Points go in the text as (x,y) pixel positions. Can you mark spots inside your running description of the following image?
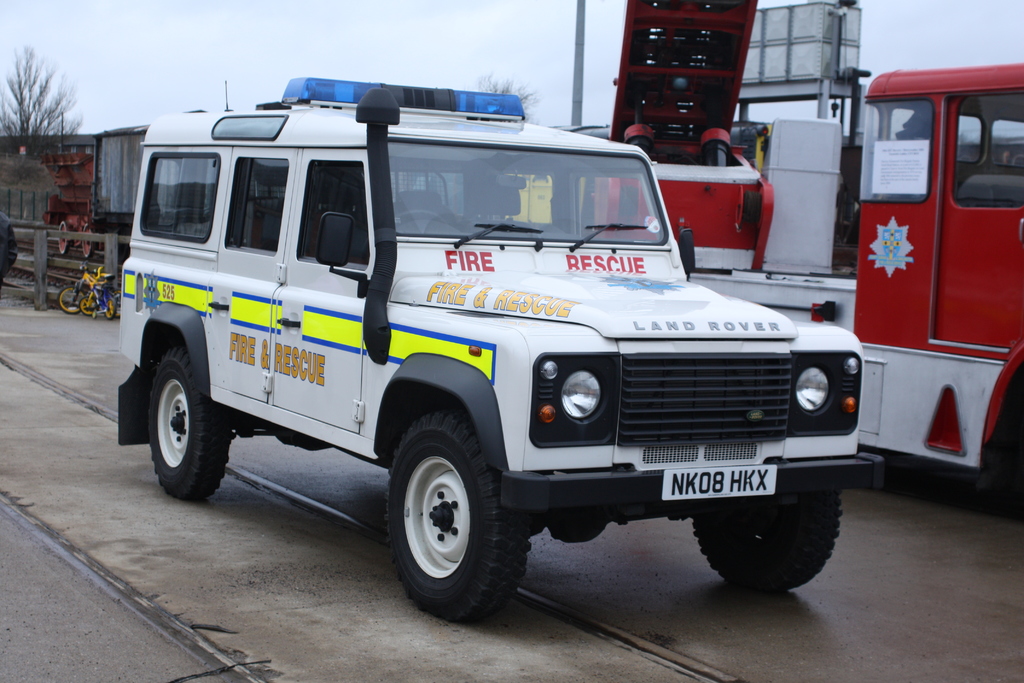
In this image we can see group of vehicles (513,249) with text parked on the ground (638,592). To the left side of the image (119,295) we can see a person (3,260), bicycles (102,290), building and a fence (23,215). In the background (552,51), we can see a group of trees (18,138), pole (581,64), container (817,38) placed on the stand (834,91) and the sky (246,32).
